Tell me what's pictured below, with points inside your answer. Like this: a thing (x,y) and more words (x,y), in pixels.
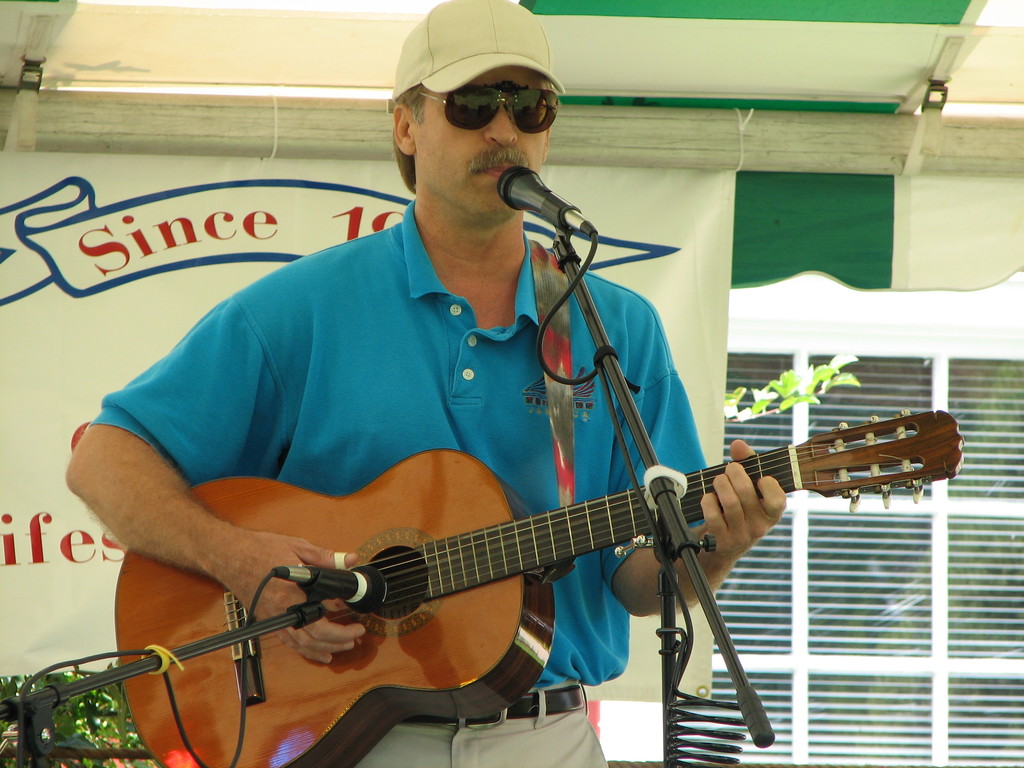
In the given image we can see a man (263,363) standing. This is a guitar (474,602), microphone (553,221), leaves (97,706) and a poster (629,232).
